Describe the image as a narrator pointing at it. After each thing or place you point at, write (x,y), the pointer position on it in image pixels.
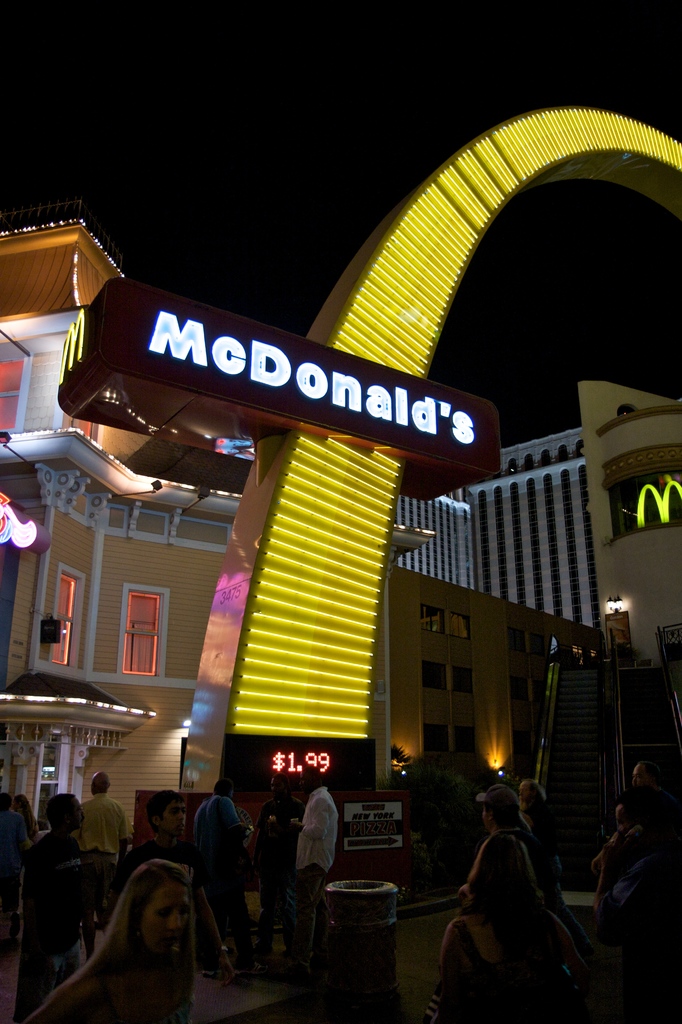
This is an image clicked in the dark. At the bottom (239,887) there are few people (50,888) on the ground (281,972). In the middle of the image (321,547) there is an arch (360,299) and a board (228,377) is attached to it. On the board (216,352), I can see some text (193,352). In the background (67,505) there are few buildings (78,483) along with the lights (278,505). The background (186,121) is dark.
